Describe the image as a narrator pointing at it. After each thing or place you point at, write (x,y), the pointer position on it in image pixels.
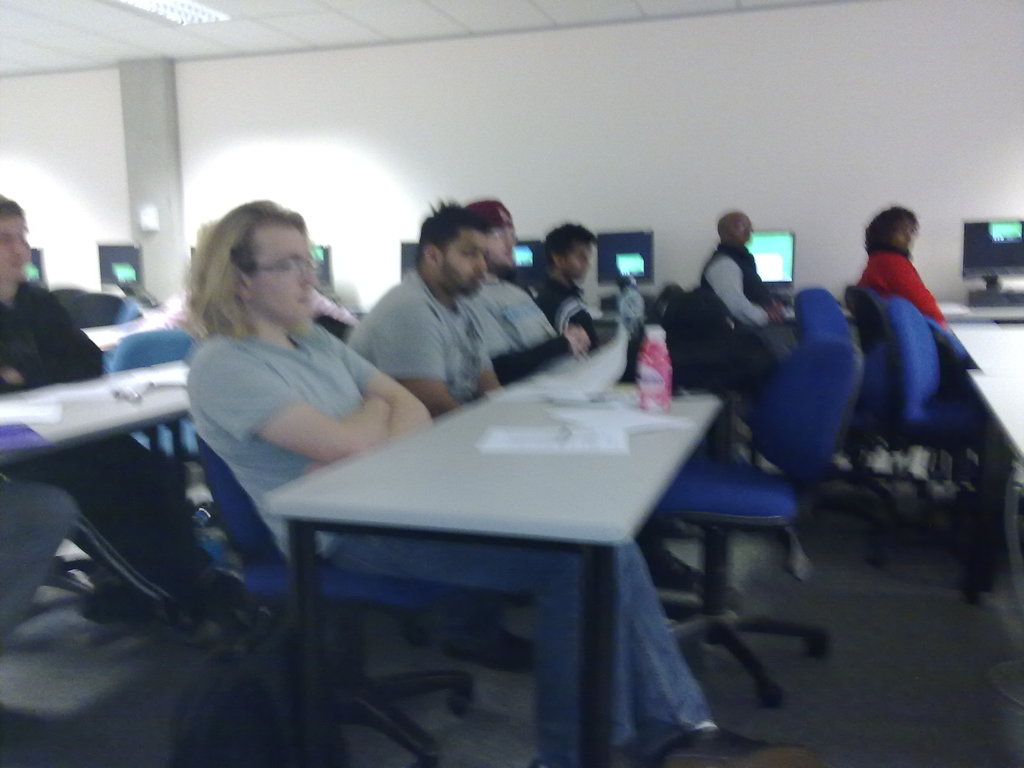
In this image we can see a few people (646,605) who are sitting on a chair (906,317) and they are observing something.
